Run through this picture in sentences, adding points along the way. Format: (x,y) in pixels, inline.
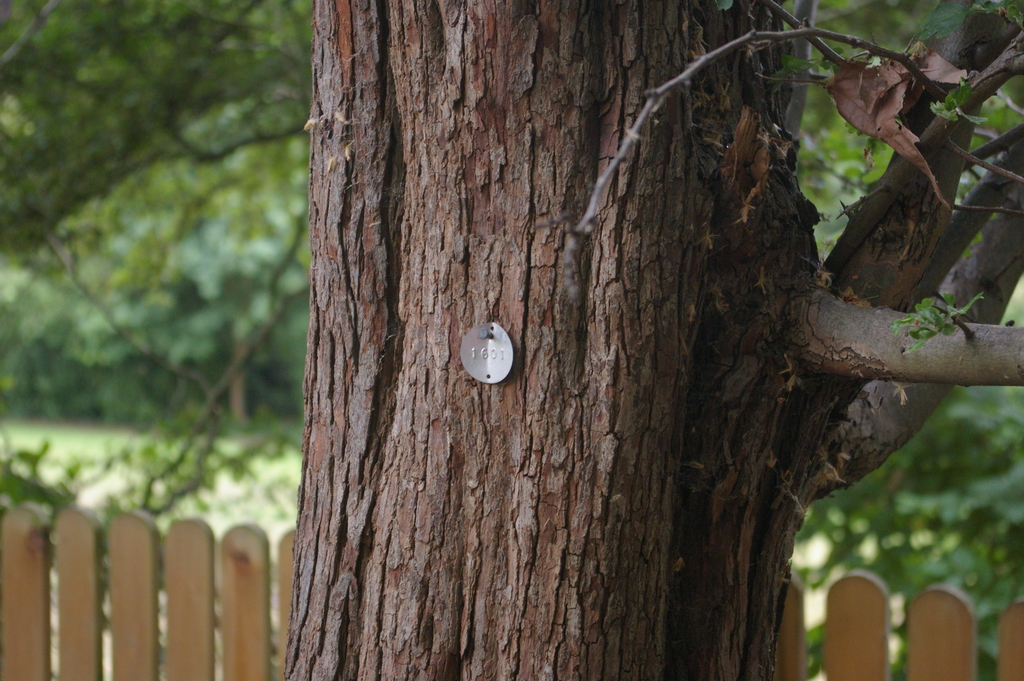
In this image, we can see a tree trunk (482,385) with badge (486,358). In the background (962,440), we can see the blur view, fence (135,662) and trees (989,474).
